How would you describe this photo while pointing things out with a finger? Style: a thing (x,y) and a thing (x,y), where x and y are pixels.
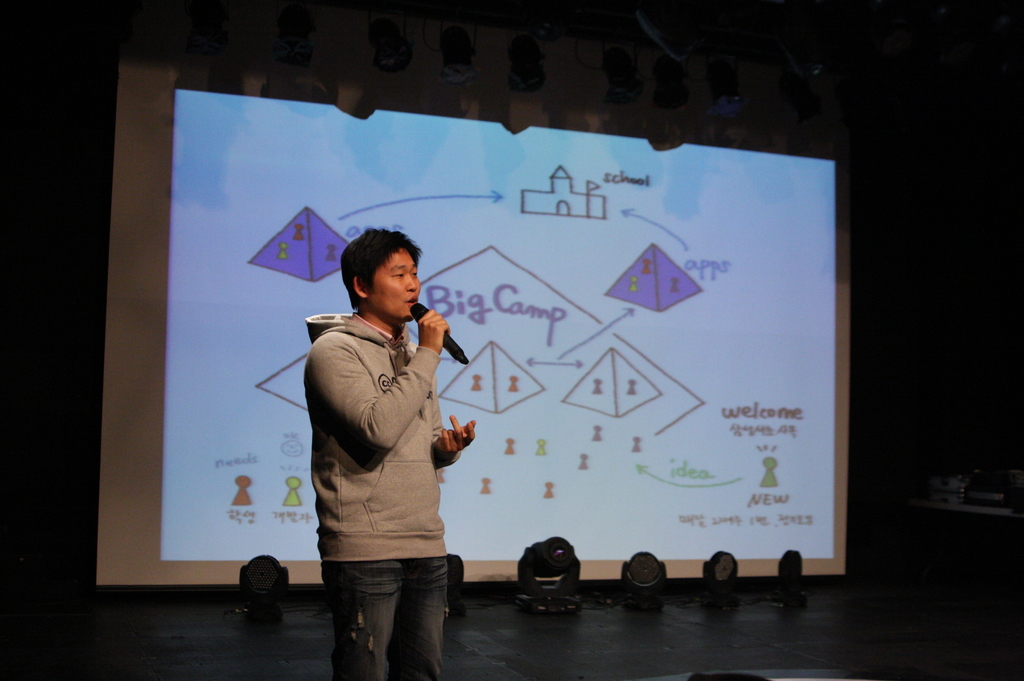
In this image I can see a man (331,366) is standing in the front (430,412) and I can see he is holding a mic (413,311). I can also see he is wearing a grey colour hoodie (360,399) and jeans (433,656). In the background (144,465) I can see a projector screen (309,93) and I can also see number of lights (259,600) on the floor (506,622) and on the top side of this image (292,29).
